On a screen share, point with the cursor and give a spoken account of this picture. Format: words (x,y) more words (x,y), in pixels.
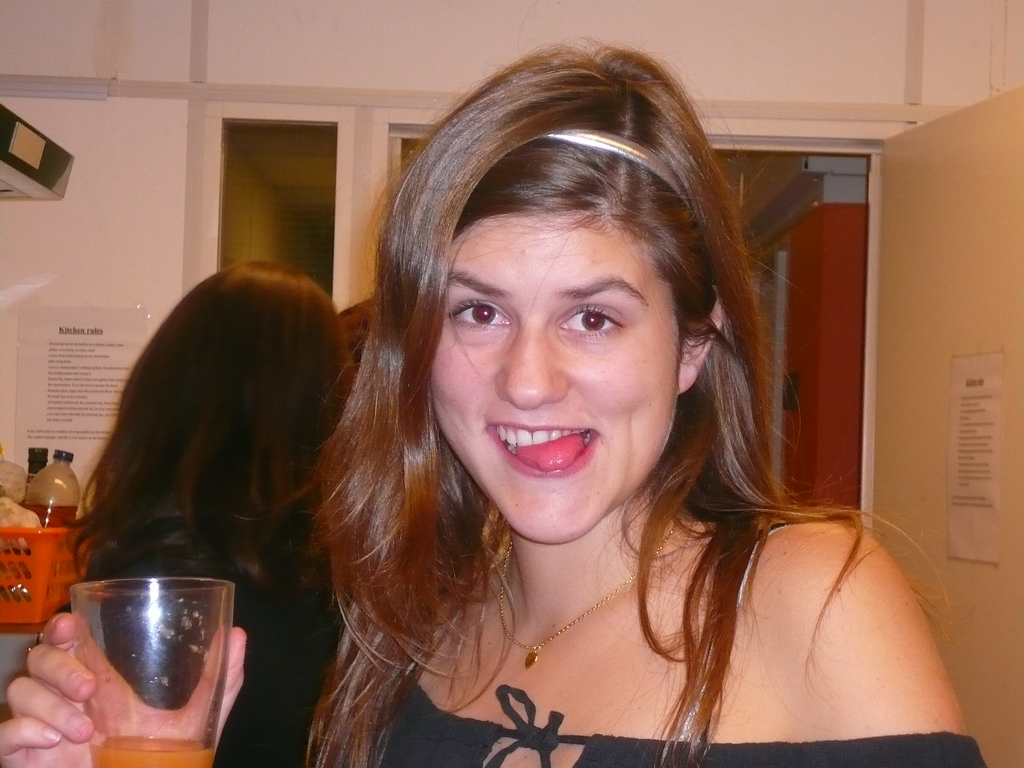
In this image there is a girl (487,696) standing and holding glass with drink (177,745), behind her there are some other girls (209,528) also there is a basket (24,541) with so many things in it, wall (8,391) with some paper poster (979,381).
